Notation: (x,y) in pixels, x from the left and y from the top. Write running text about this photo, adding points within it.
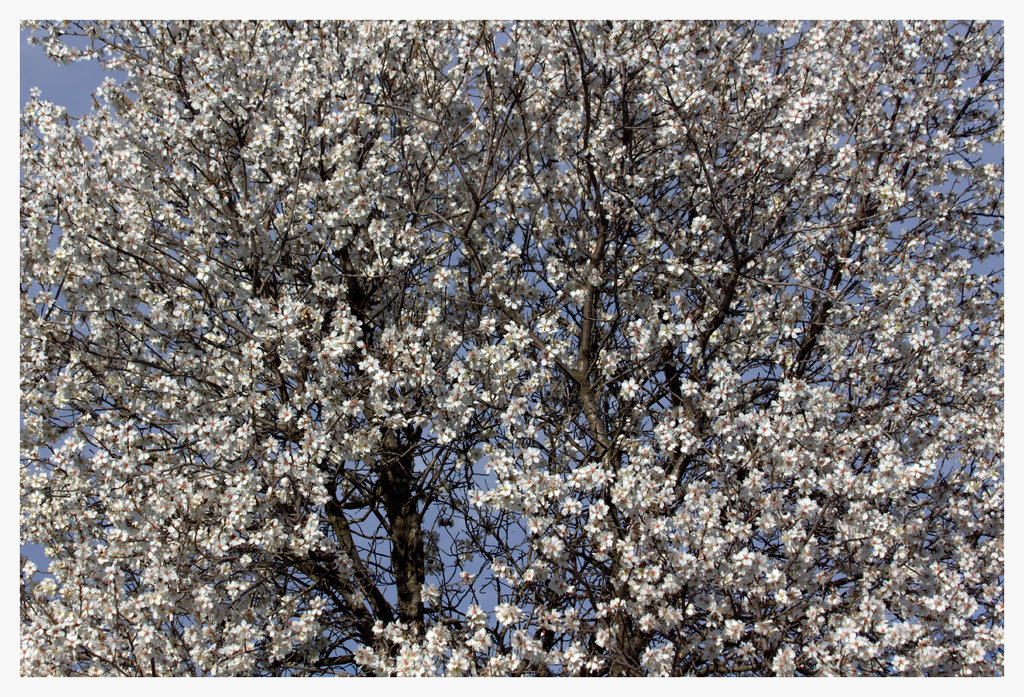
As we can see in the image there are trees (265,404), white color flowers (625,489) and sky (51,96).
